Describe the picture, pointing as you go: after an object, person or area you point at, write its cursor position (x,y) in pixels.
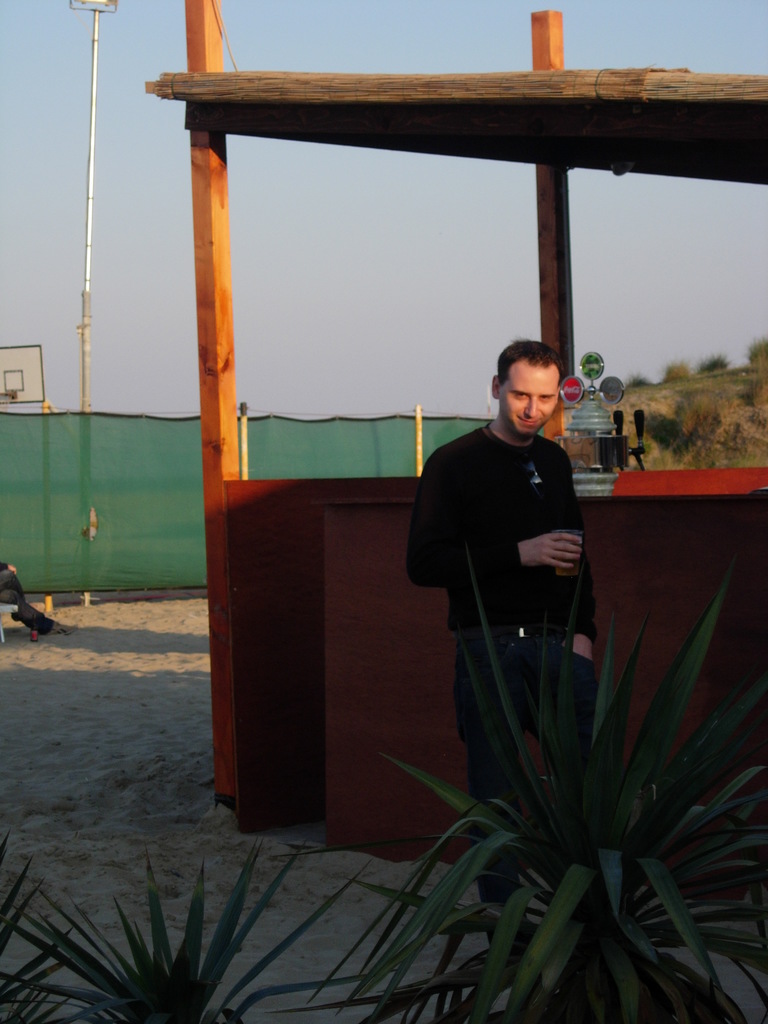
In this image, there are a few people (574,479). Among them, we can see a person (546,570) holding some object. We can see the ground (85,909) with some sand (175,923) and some plants (612,902). We can also see the shed (672,566) with an object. We can see some grass (734,412). We can see the fence (36,569) and a pole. We can see an object (12,396) on the left (6,383). We can see the sky (596,278).
